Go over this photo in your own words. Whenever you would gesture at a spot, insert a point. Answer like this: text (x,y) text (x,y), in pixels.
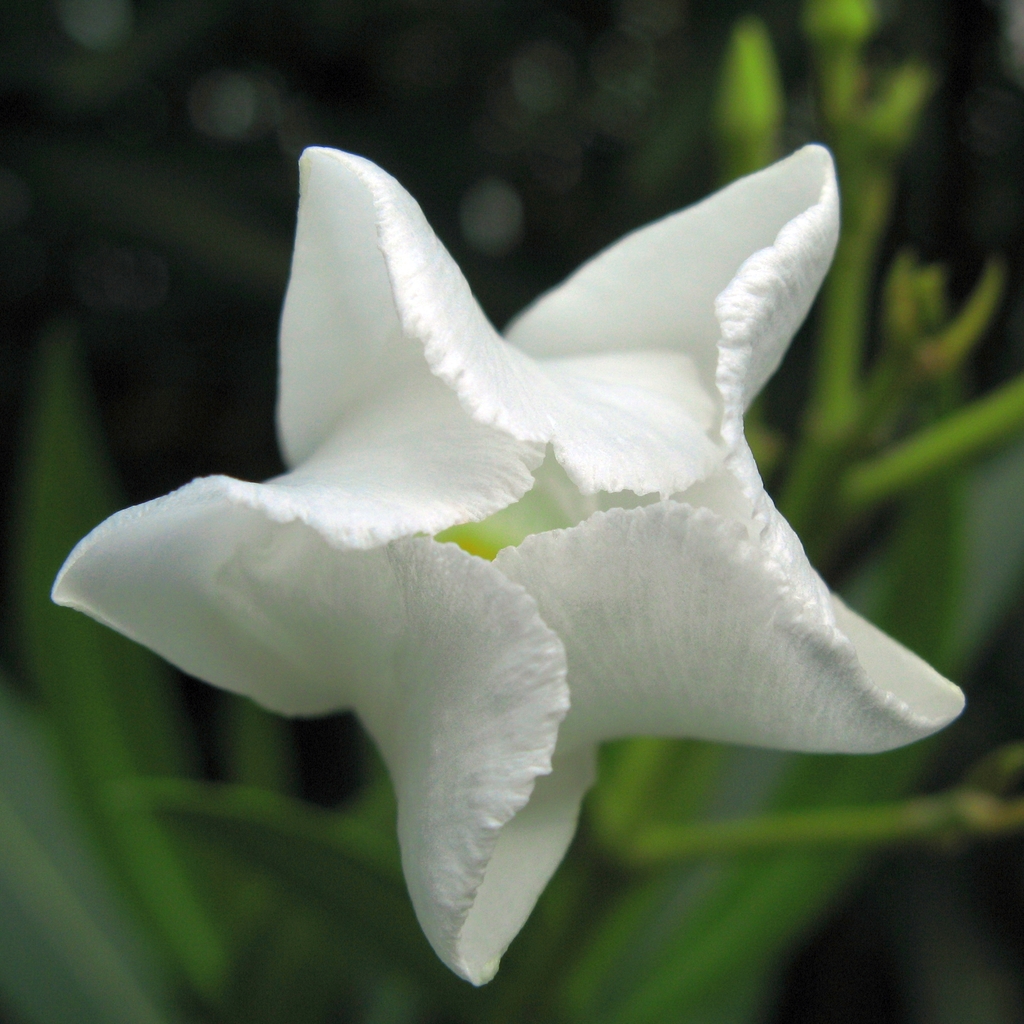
In this image I can see a white color flower (549,596). In the background (939,643) few leaves (762,917) are visible.
